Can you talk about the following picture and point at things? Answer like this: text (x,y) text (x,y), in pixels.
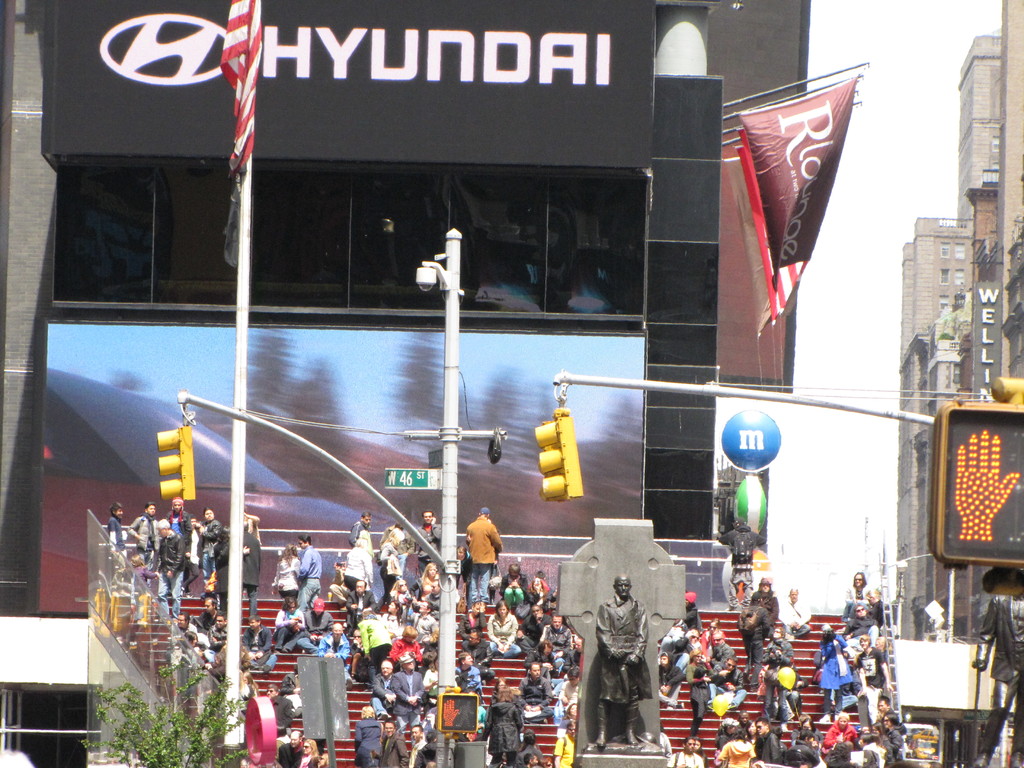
In this image I can see group of people (567,680), some are standing and some are sitting. In front (639,708) I can see a statue (606,708) in black color and I can also see few traffic signals (1017,459), background (987,139) I can see few banners (775,284) attached to the poles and I can see buildings (909,280) in brown and cream color and the sky (878,294) is in white color.
